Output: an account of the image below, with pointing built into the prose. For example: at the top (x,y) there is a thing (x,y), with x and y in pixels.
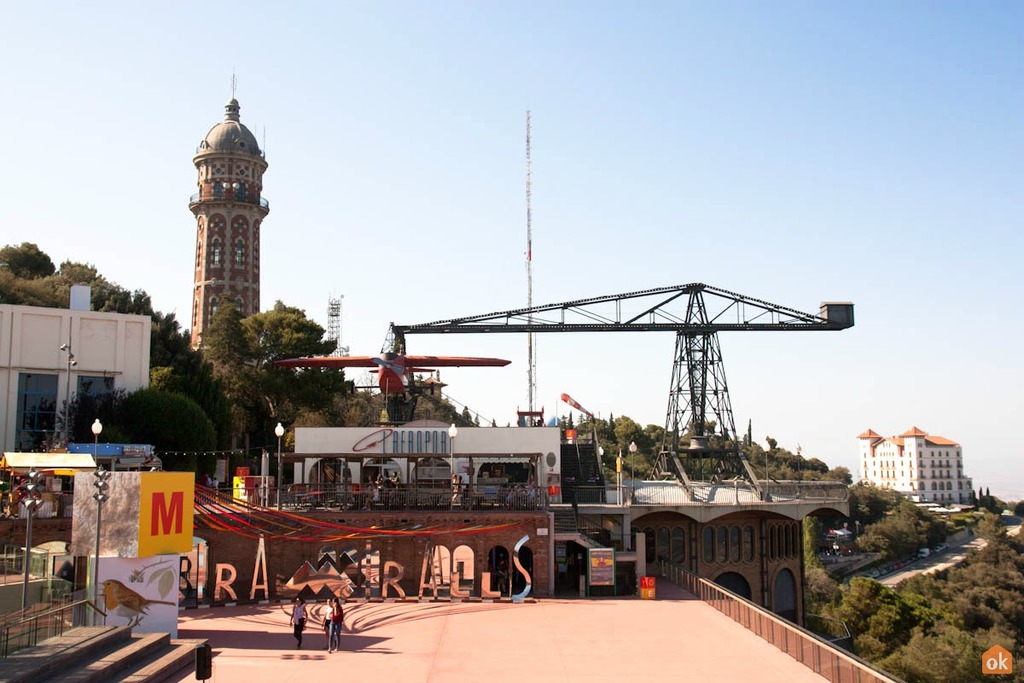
In the picture we can see a path (705,618) with railing (761,625) and on it we can see many buildings (17,418) and plants (822,616) and behind it we can see a hill (211,453) on it we can see a pillar construction (219,186) and behind it we can see a sky (963,407).
